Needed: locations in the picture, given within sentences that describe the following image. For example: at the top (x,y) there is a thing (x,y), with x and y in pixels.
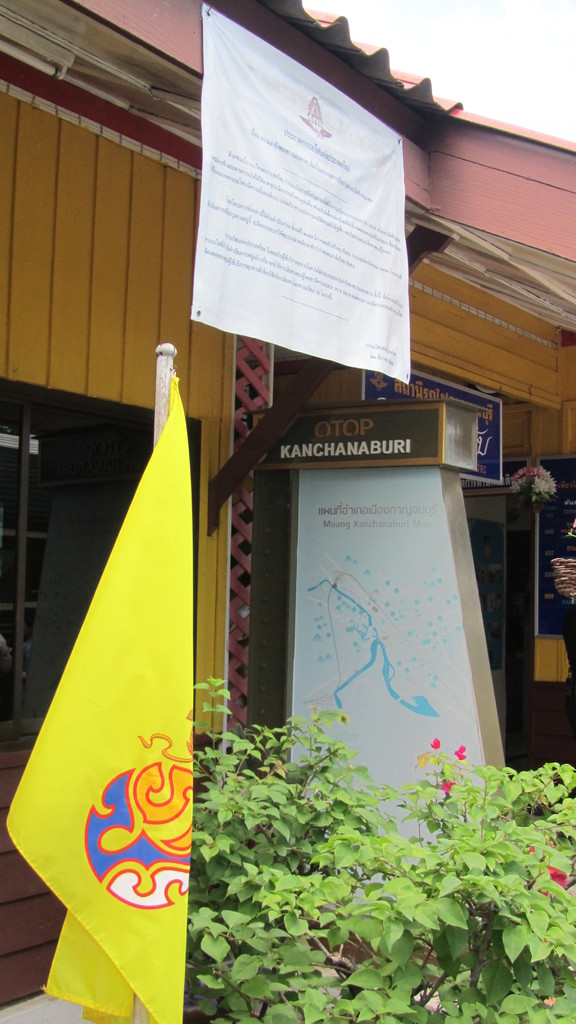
In this image, we can see a store (29,338) with shed (383,115). We can see some boards (377,441) with text (352,449) and images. There are some plants (473,819) with flowers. We can see a flag (74,994) and a banner (364,255). We can also see the sky (441,51).
